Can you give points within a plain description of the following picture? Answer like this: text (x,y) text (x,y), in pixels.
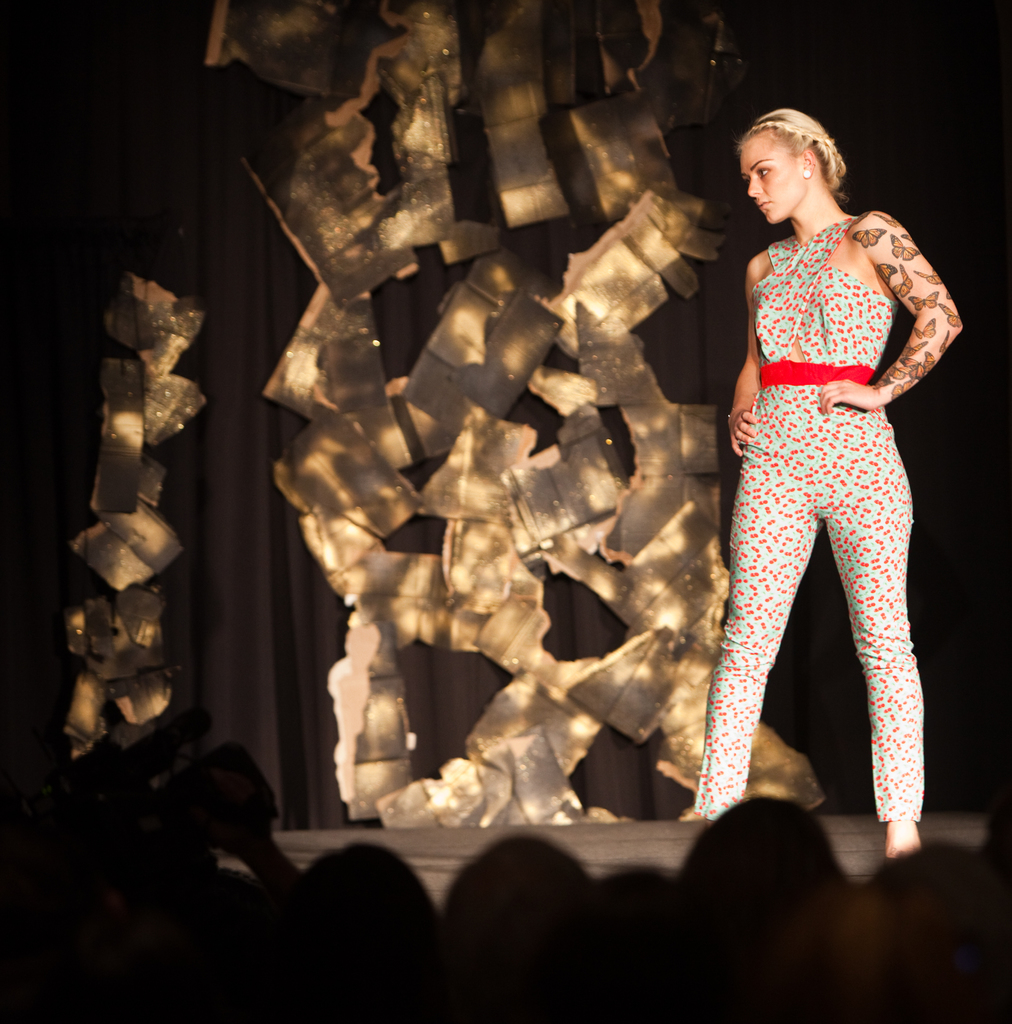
In this image there is a woman (792,547) standing on the stage (836,848). Bottom of the image (609,920) there are few persons (453,940). Left side (205,818) there is a person (152,807) holding camera (136,762).
